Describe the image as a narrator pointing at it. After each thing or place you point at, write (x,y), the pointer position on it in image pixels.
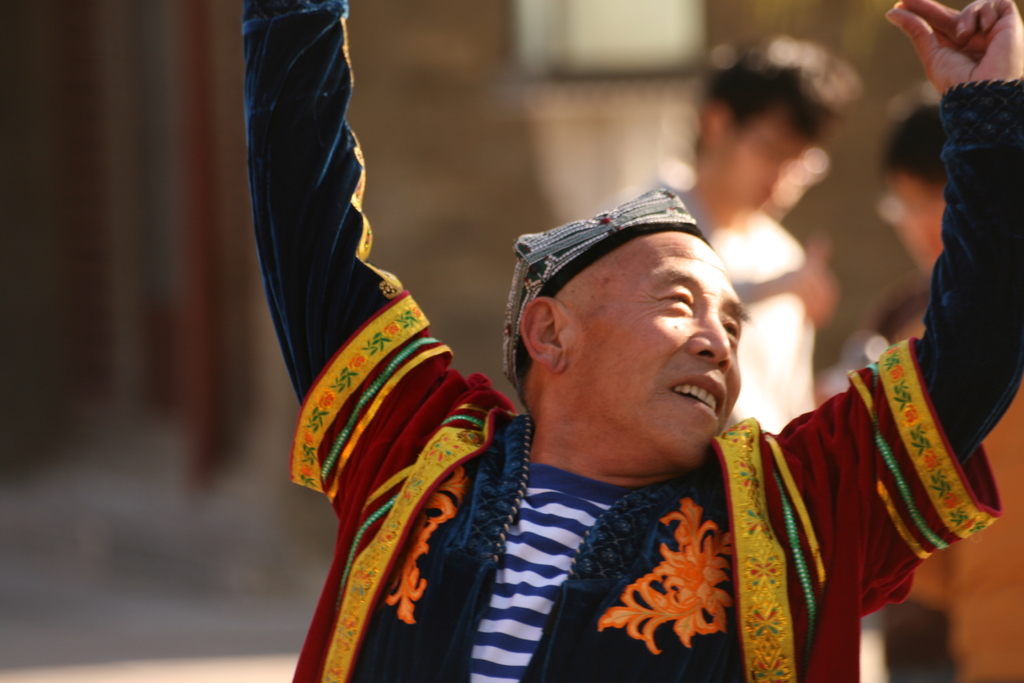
In the image there is a person (426,409) in traditional attire (510,468) standing and raising hands (995,32) and behind him there are few persons (739,144) visible and the background (201,561) is blur.
